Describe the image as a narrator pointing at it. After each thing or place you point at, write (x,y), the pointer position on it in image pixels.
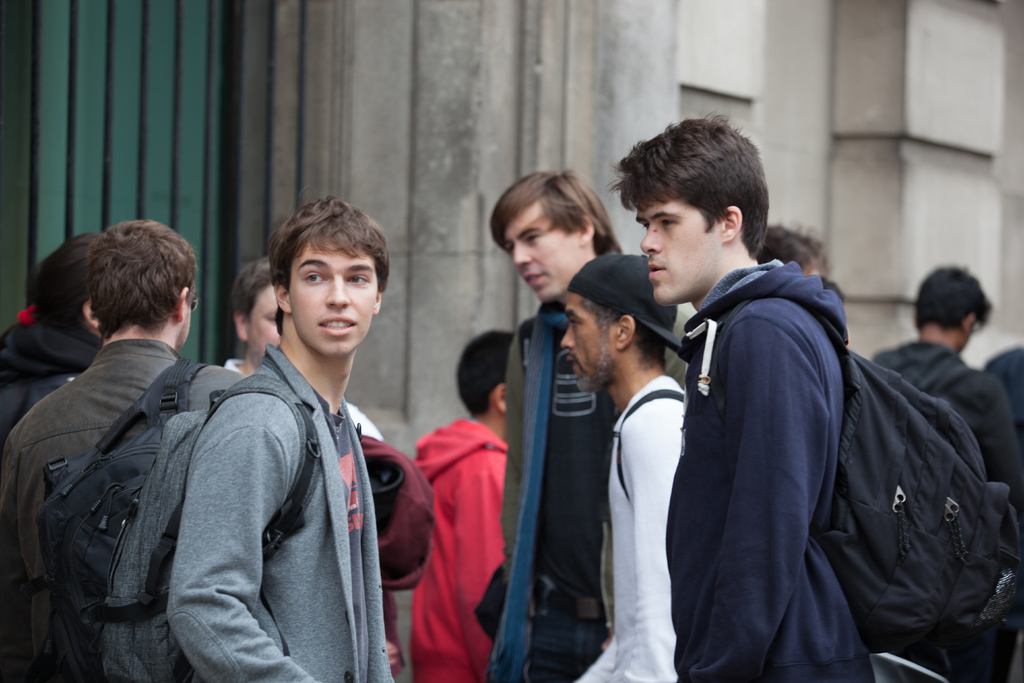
In this image, we can see people (278,249) wearing bags (173,398) and in the background (230,208), there is a building (467,164).
